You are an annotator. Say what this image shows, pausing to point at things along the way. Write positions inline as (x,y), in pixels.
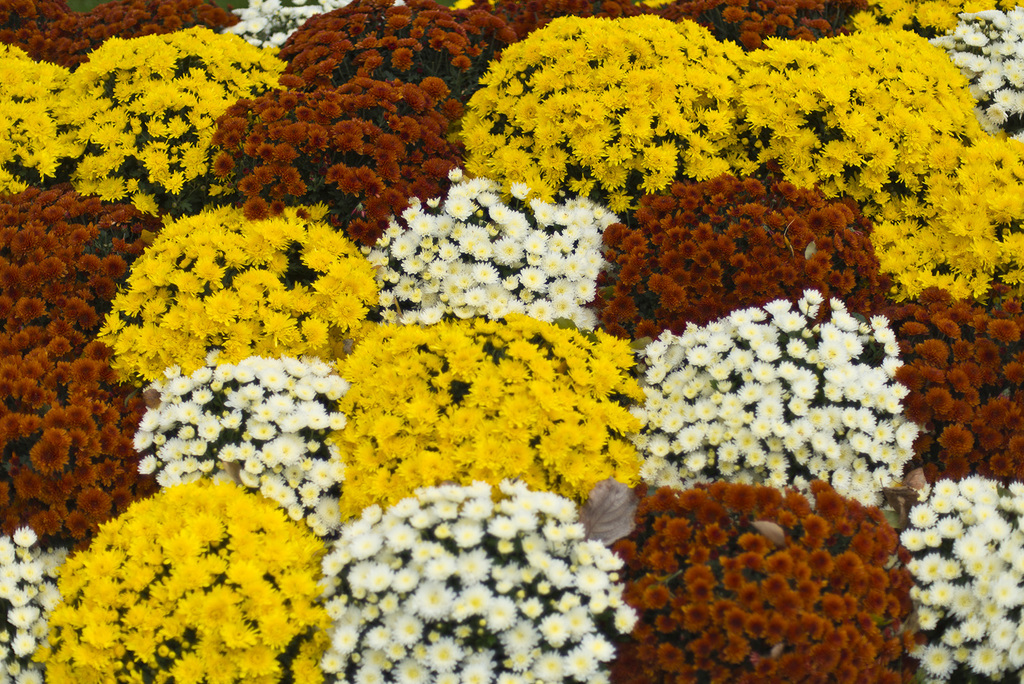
In the image there are many chrysanthemums (499,377) of yellow, white and red color all over the place.
